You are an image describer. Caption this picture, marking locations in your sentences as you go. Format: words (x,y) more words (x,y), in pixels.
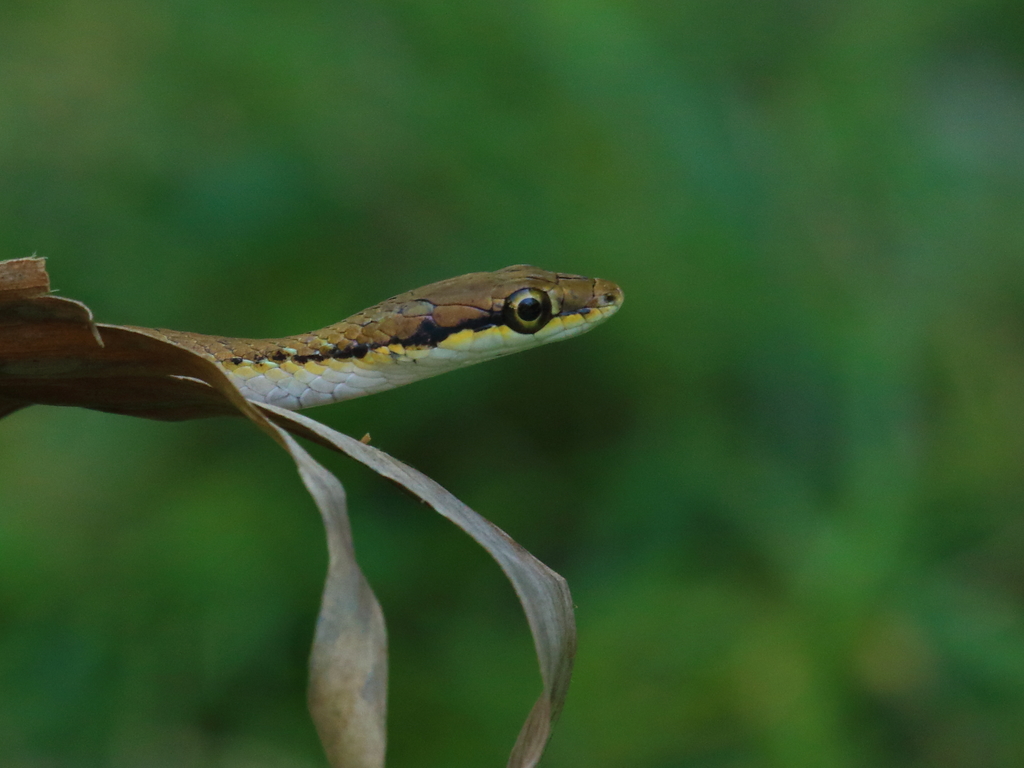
This image consists of a snake (376,370) on the plant (132,378). The background (432,571) is in green color and it is blurred.
